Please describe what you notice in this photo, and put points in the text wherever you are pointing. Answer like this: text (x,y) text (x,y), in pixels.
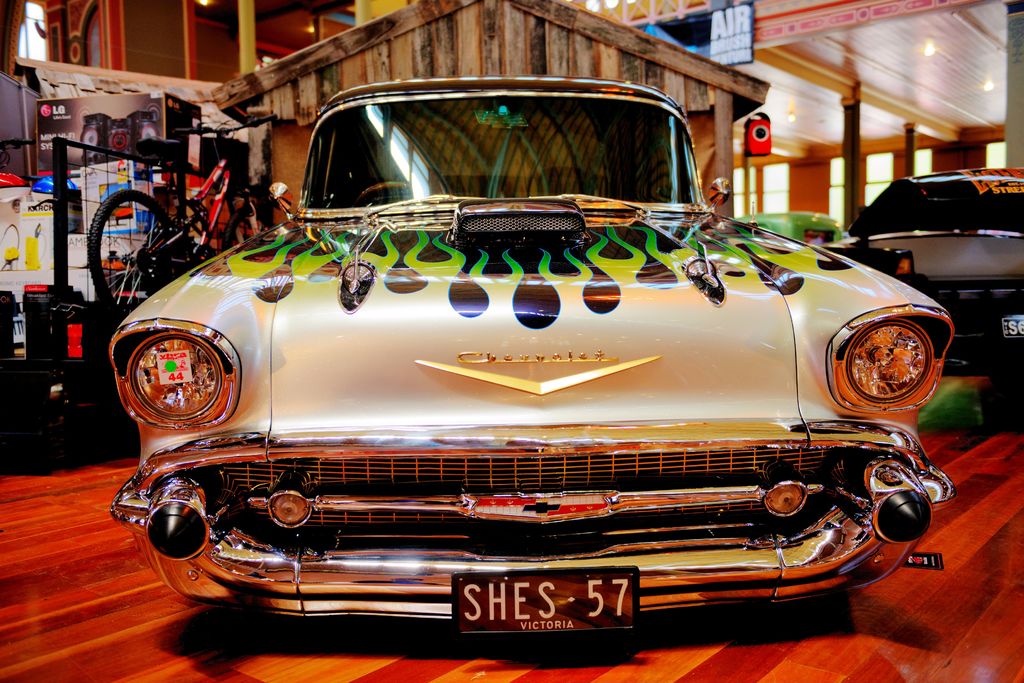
This picture is inside view of a room (774,206). We can see cars (686,267), sign board (734,55), speaker (765,127), lights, roof (875,24), bicycle (107,200) and some objects (40,221), floor (65,577) are present.
